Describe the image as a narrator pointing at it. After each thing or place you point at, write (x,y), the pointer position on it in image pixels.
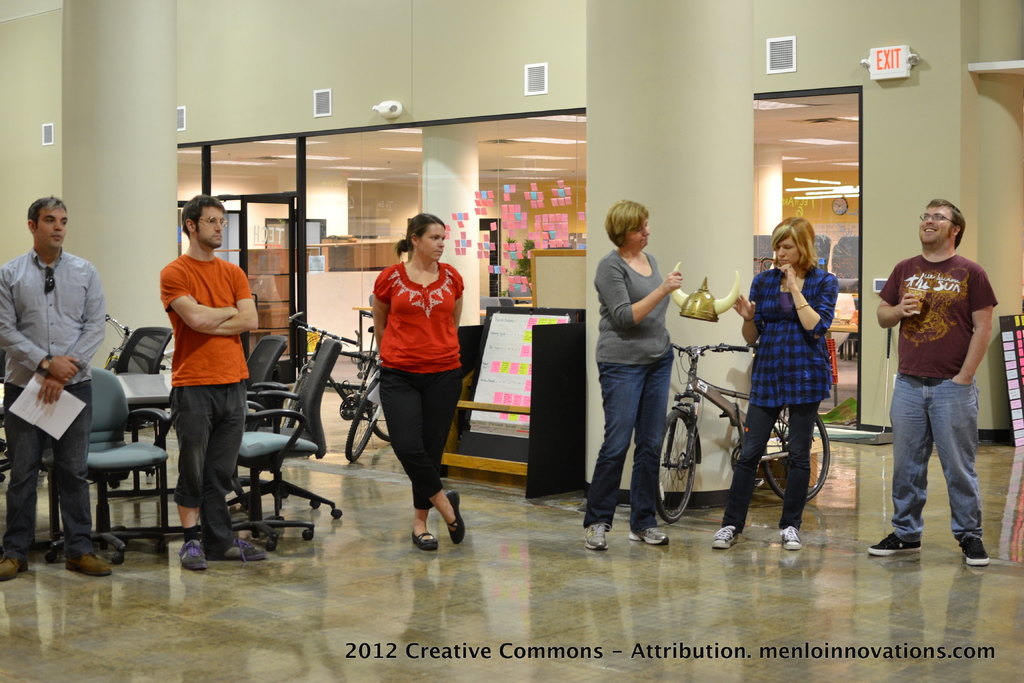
In this picture we can see a sign board (906,48), sticky notes (511,233), clock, bicycles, objects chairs (307,432) and table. We can see the people (44,306) are standing on the floor (947,520). On the right side of the picture (950,415) we can see a man (967,541) wearing spectacles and holding a glass (907,302). We can see the women (760,281) are holding an object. We can see the sticky notes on the boards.
